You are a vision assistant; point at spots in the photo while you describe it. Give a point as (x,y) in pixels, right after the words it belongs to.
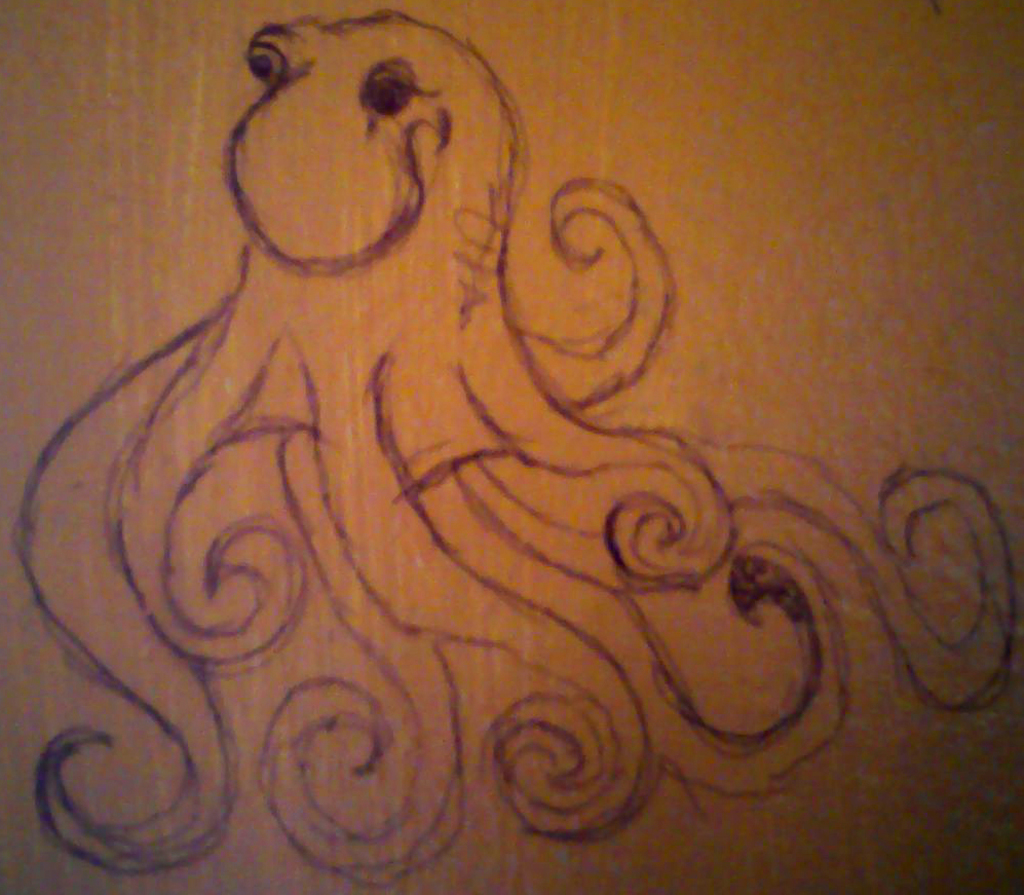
In this image I can see brown colour surface (816,306) and on it I can see sketch (323,251) of an octopus (378,429).
